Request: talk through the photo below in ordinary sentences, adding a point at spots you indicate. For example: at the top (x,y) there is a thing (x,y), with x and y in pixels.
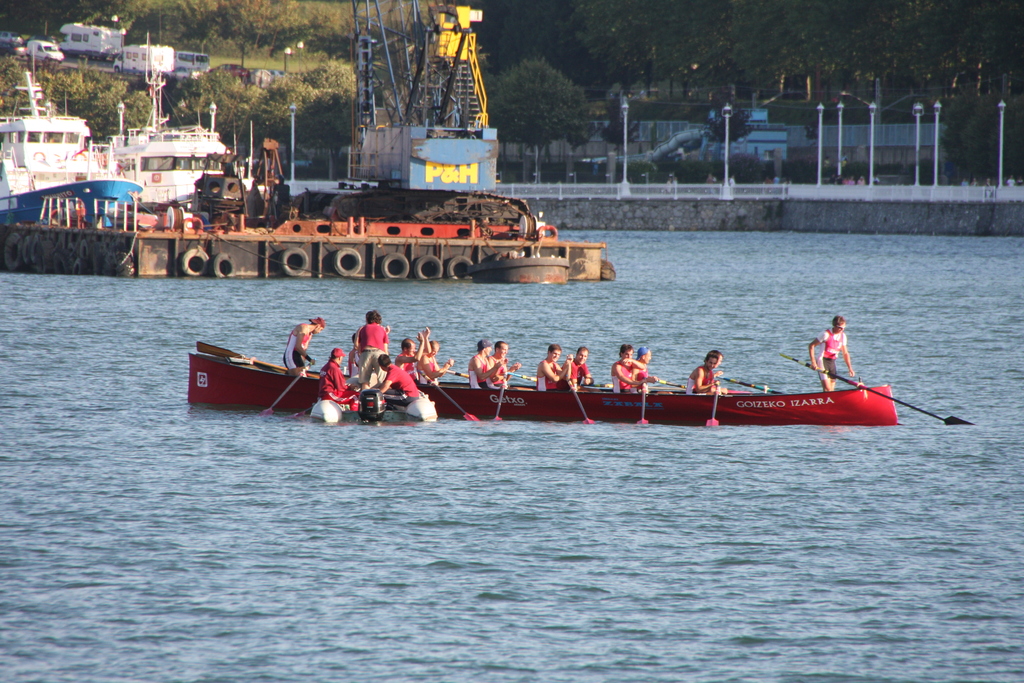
In the picture I can see a boat (832,404) in the water (534,300) and it is in the middle of the image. I can see a few persons (831,356) in the ship (776,409). I can see the tugboat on the top left side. I can see the vehicles (19,41) on the road (104,65) on the top left side (193,73). In the background (204,19), I can see the decorative lamps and trees (953,144).
